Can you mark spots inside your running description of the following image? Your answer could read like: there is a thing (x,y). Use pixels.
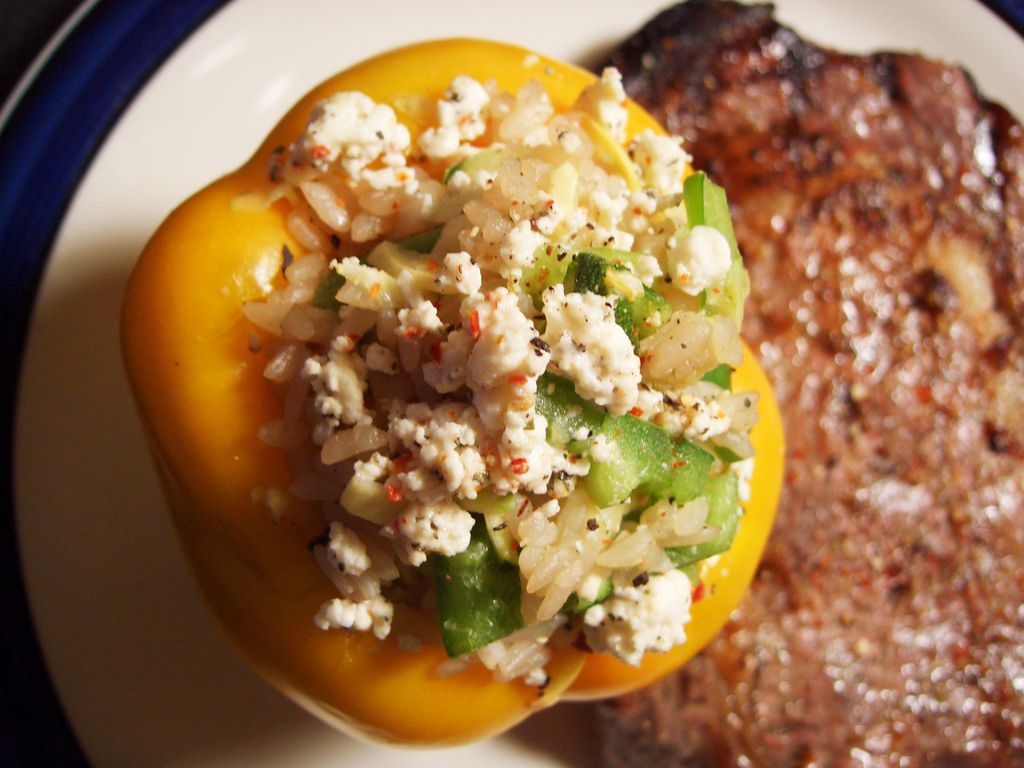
In this image, we can see food (572,621) on the plate (136,569). Here we can see white and blue colors.
